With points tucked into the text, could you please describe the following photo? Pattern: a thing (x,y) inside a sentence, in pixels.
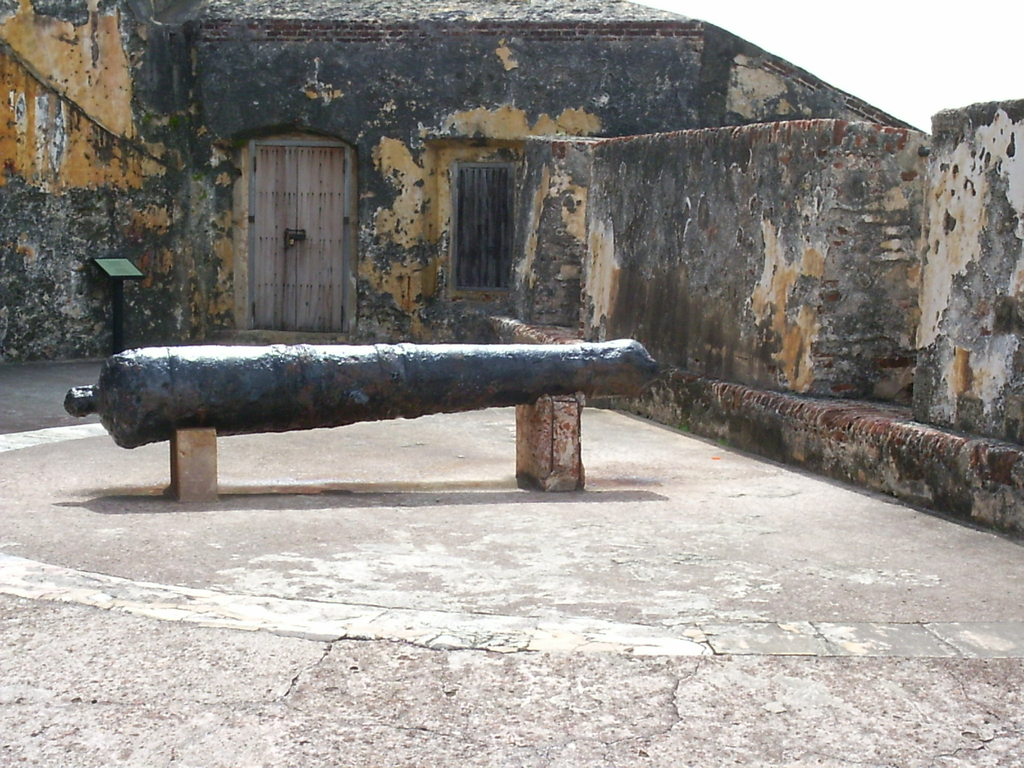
This image is taken outdoors. At the bottom of the image (364,616) there is a floor (421,495). In the middle of the image (371,408) there is a cannon (371,408). In the background (32,316) there are few walls (419,176) with a window (491,215) and a door (270,266).
